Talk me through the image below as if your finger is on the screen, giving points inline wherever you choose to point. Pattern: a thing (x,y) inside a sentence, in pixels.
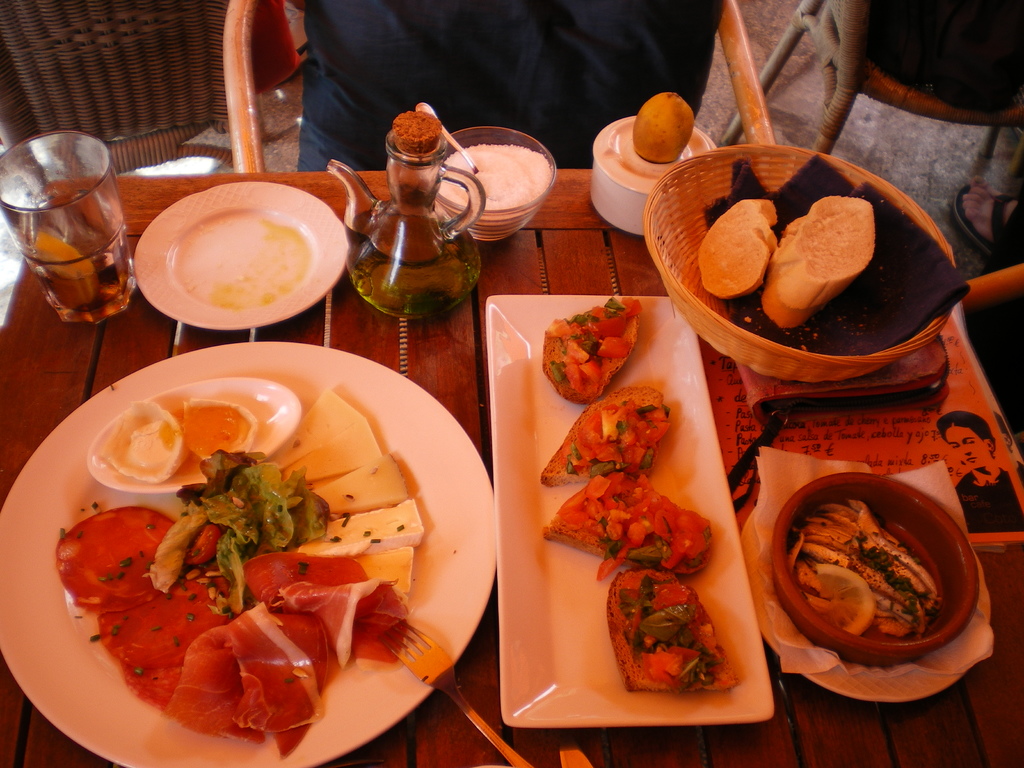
In this image there is a wooden table (539,249). There are plates (542,432), bowls (902,584), baskets (686,315), glasses (81,226), pitchers (409,227), cutlery (440,676) and papers (869,429) on the table (360,329). Beside the table (314,341) there are chairs (737,59). To the right (993,246) there is a leg (980,208) of a person (972,228).
